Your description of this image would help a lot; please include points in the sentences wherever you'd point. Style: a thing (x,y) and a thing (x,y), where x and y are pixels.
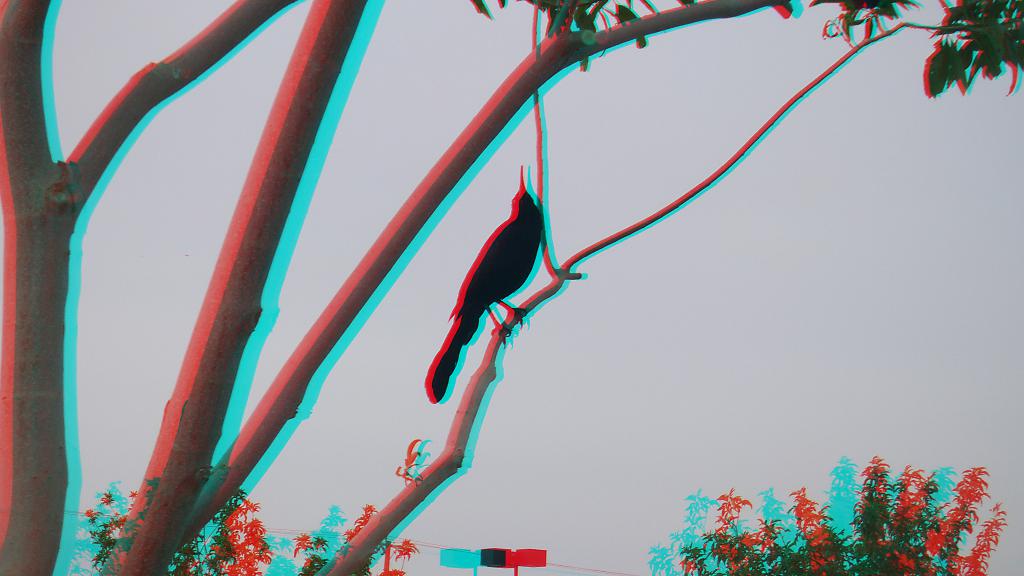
In this image I can see few trees (774,521), a bird (486,288) and I can see branches (264,194) of a tree (292,245). I can see this image is red and blue in color.
